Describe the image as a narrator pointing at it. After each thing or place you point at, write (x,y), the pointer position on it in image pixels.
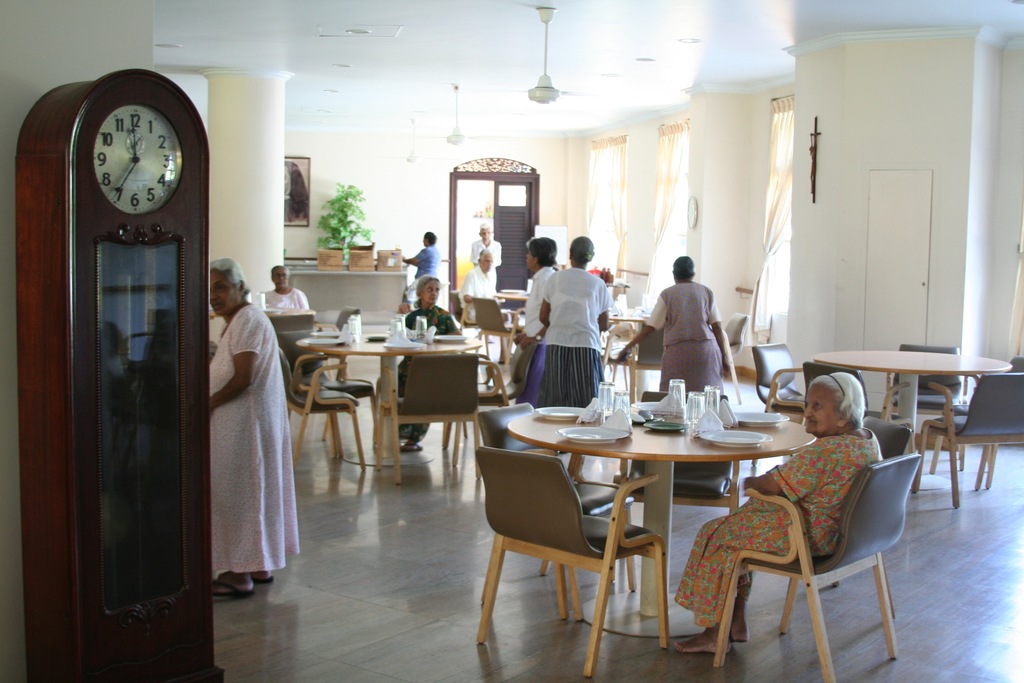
In this image, few peoples (260,460) are standing near the tables (569,420) and chairs (633,364). Few are sat on the chair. There are so many items (584,418) are placed on the table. And the background (502,257), we can see a human (493,244) is standing near door (508,240). Here there is a plant (347,244) and some boxes (396,261) are placed. On left side (116,287), we can see a clock (134,232) and white color pillar (246,205). At the roof (389,83), white color and fans (544,97) we can see.
